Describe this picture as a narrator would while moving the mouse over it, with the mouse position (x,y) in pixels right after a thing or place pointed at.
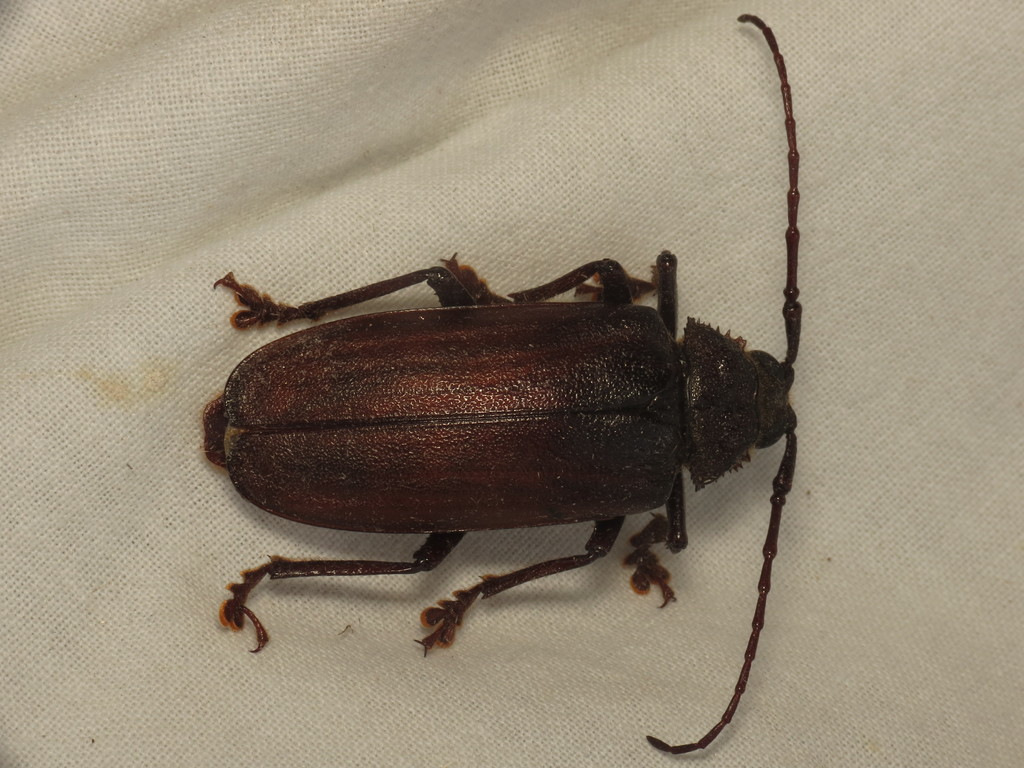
In this image there is a beetle (723,385) on a white cloth (161,201).
